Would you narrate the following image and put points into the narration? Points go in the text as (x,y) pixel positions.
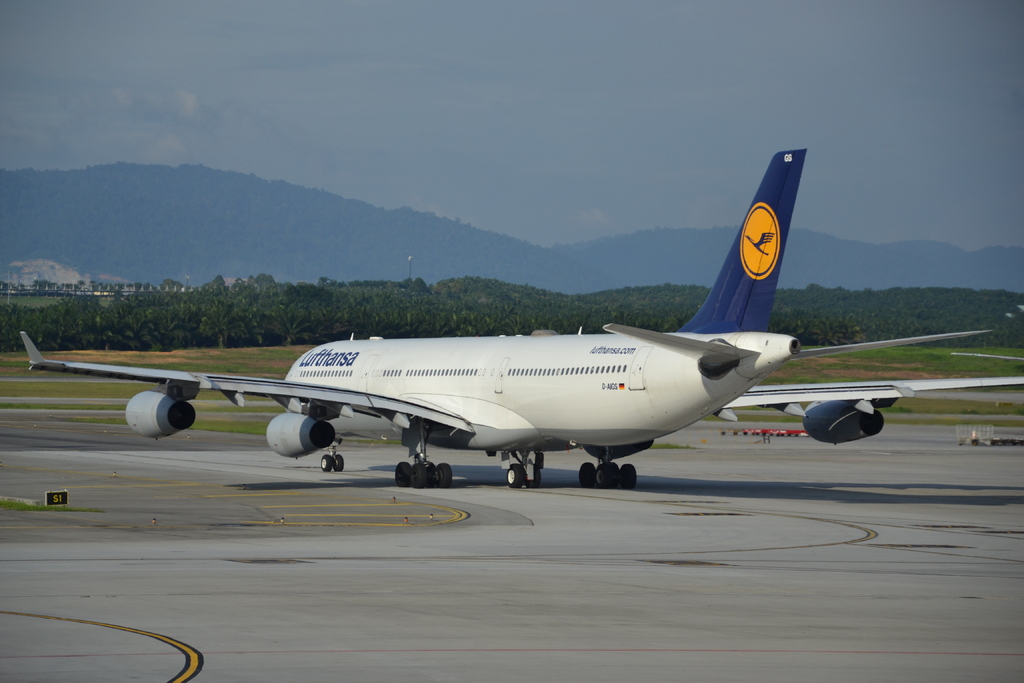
In this image we can see a aeroplane (467,443) on the runway (500,501). In the background of the image (472,232) there are mountains (277,272), trees (419,285). At the top of the image (466,58) there is sky (349,117).
